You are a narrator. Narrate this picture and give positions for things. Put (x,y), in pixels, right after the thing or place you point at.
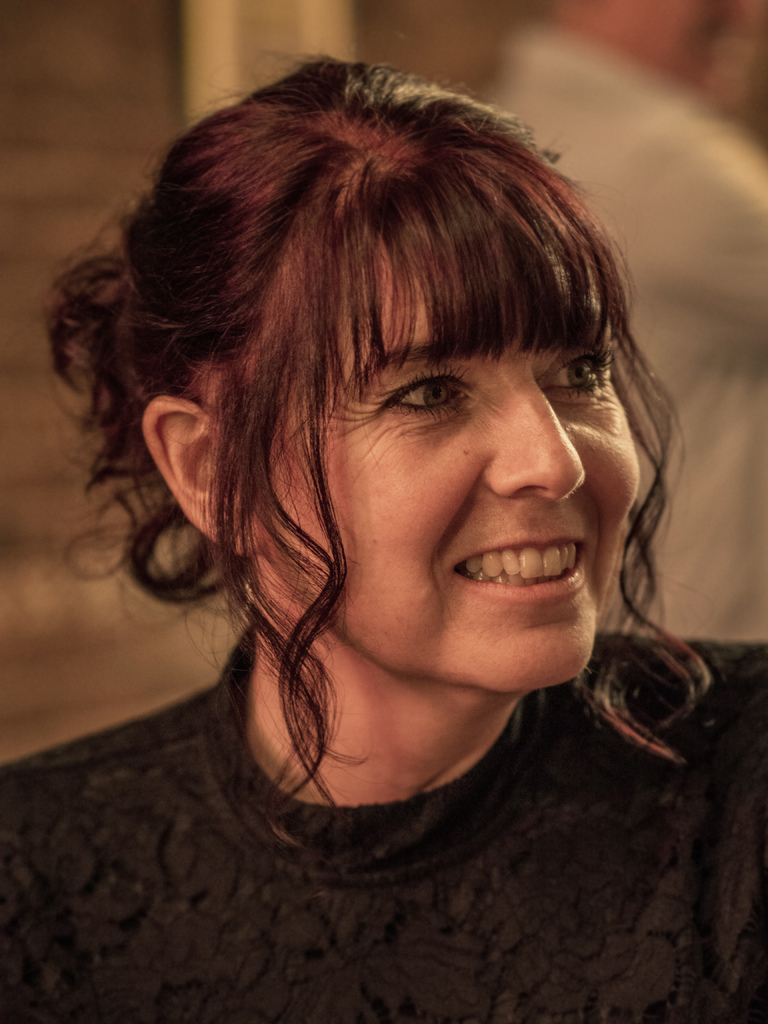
In this picture we can see a woman (526,851), she is smiling and in the background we can see it is blurry.
